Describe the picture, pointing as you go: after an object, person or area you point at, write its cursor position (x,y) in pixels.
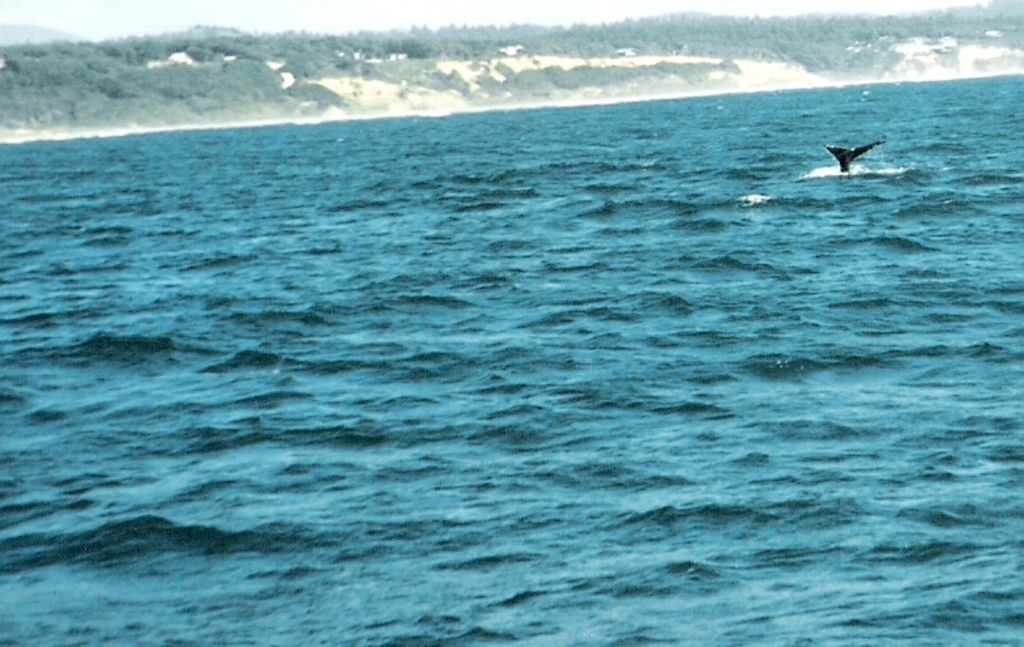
In this image we can see water (530,178) and in the background of the image (118,18) there are some trees (635,27) and clear sky (141,23).
